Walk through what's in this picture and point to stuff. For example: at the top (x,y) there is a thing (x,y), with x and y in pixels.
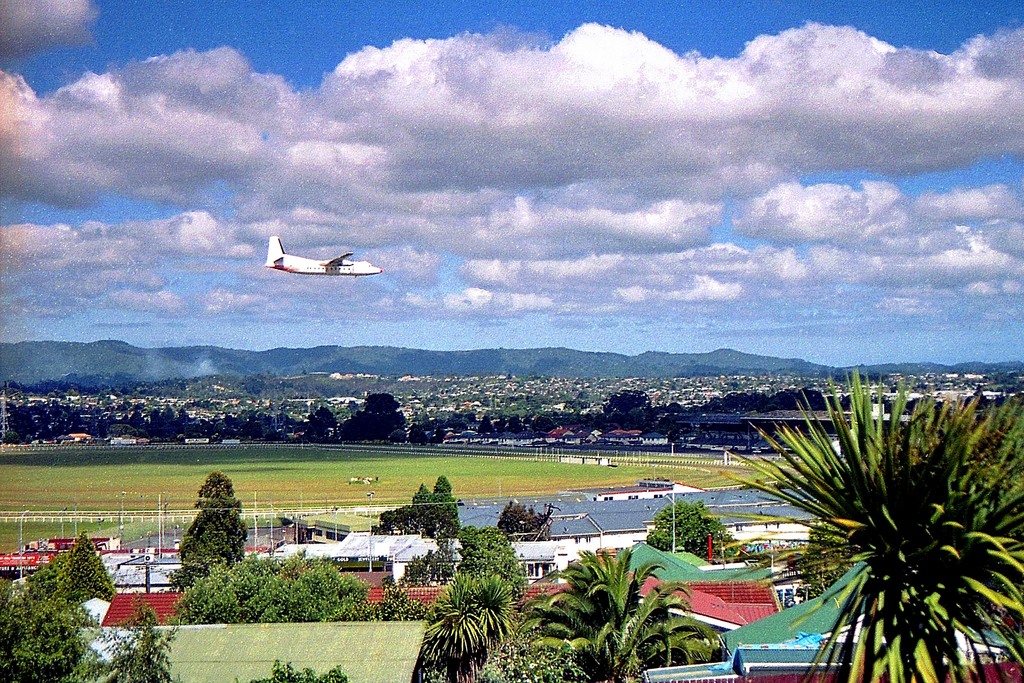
In this image there are trees (468,552) and we can see buildings (650,486). There is a ground (302,465). In the background (295,309) we can see hills (318,358) and sky (514,106). There is an aeroplane (311,268) flying on the sky (479,104).
